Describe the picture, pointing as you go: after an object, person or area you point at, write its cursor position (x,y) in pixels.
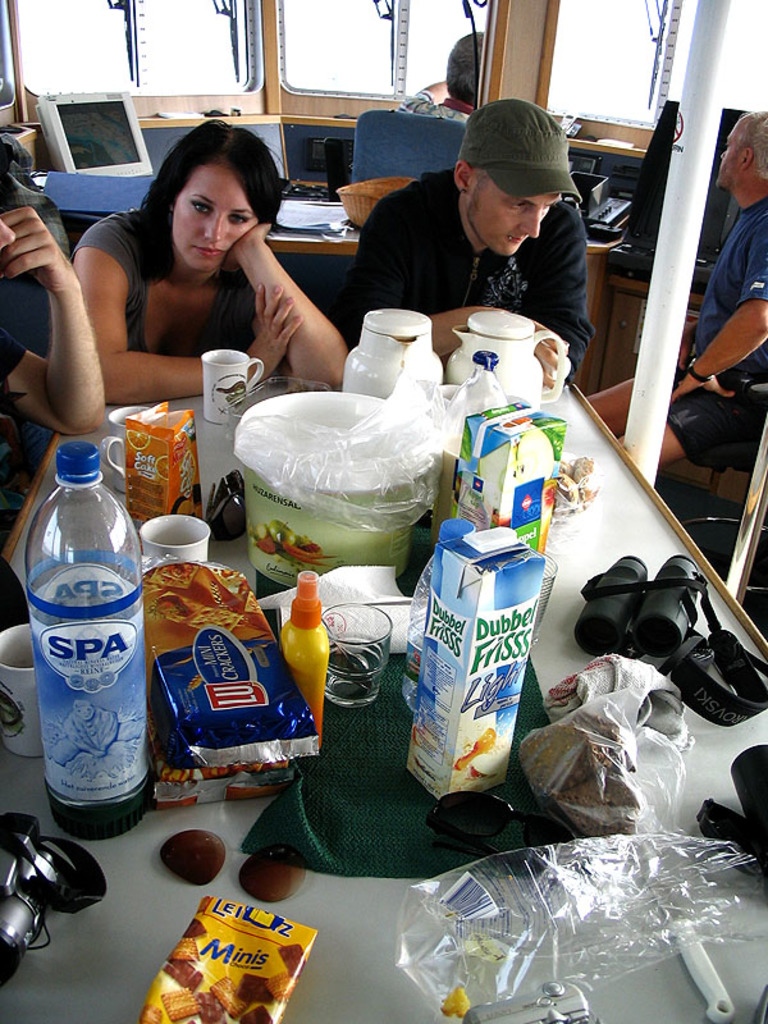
In this image there are group of person (432,266) sitting on a chair (407,142). At the left side (206,288) the woman (206,295) is leaning on the table (204,432). At the bottom left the man (35,363) is leaning on the table (99,429). In the center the man (488,254) is wearing a green colour hat (515,164). At the right side (736,278) the man (744,300) is sitting on the chair (738,468). In the background (120,126) there are monitor (106,128), window (325,43). In the front (373,619), on the table (605,509) there is a binocular (648,604), and food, jar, cup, bottle (91,670), we can read a name minis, goggles (259,867).
